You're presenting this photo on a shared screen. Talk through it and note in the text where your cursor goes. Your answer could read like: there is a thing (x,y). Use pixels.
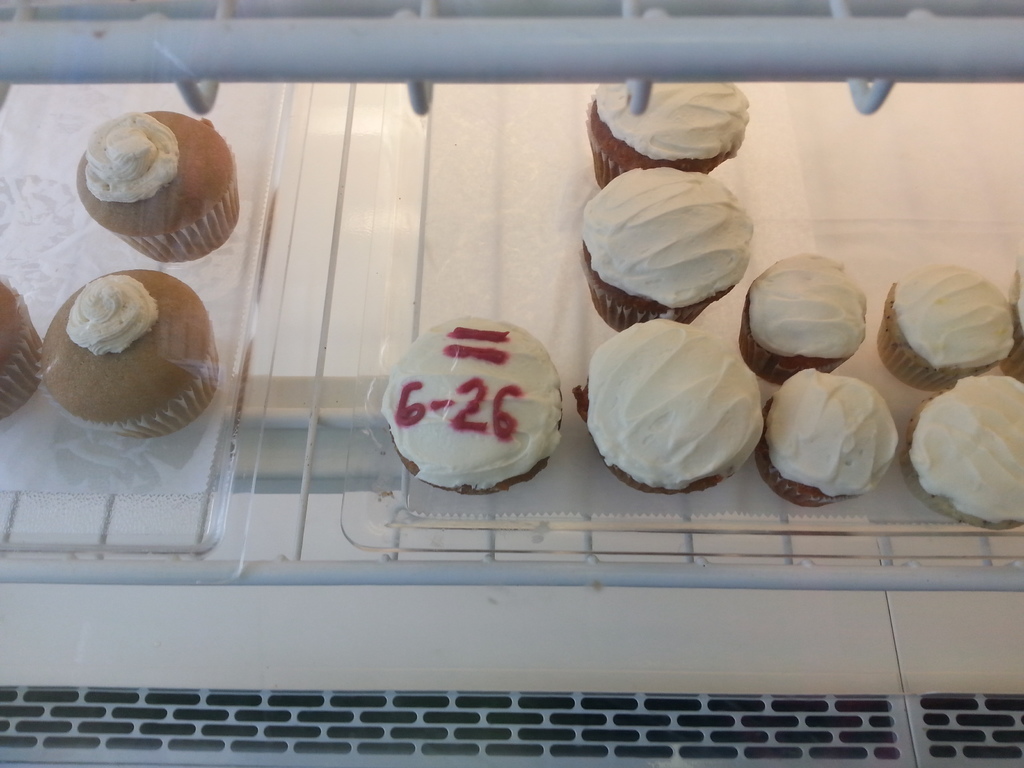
In this picture we can see some cupcakes (502,484) with cream (508,466) is placed in the refrigerator grill (786,535).
